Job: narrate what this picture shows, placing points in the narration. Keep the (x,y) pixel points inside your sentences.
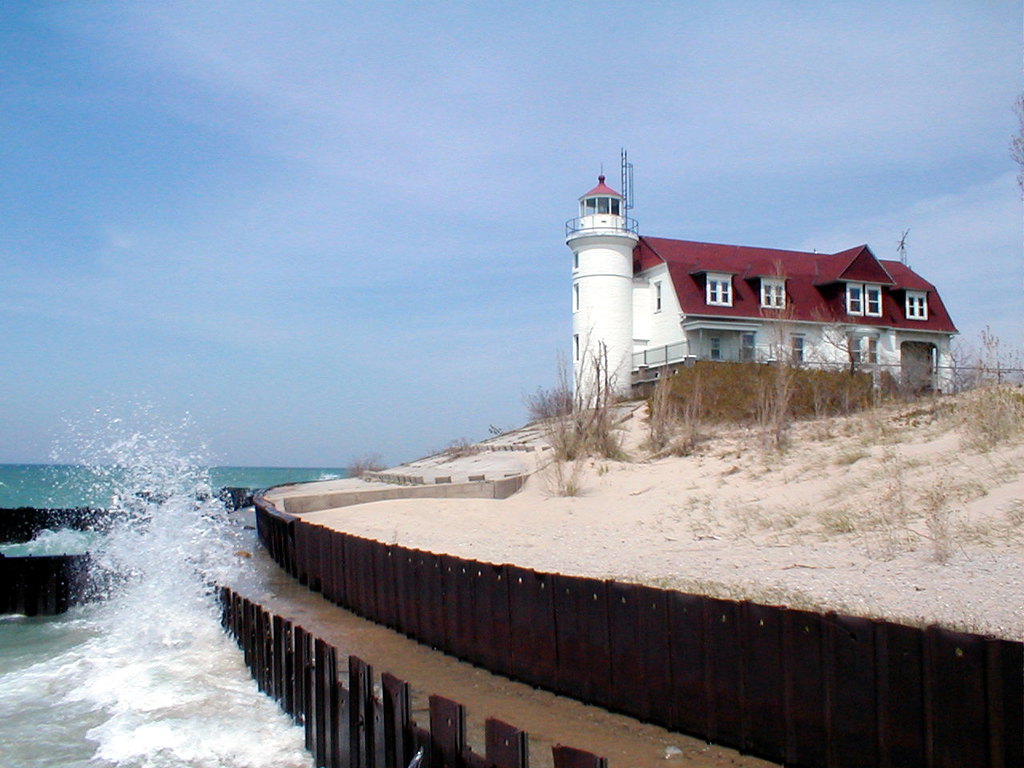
In this picture I can see a light house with a building (695,258), there is fence (812,711), there is water (167,515), there are plants (604,445), and in the background (362,174) there is the sky (395,149).
